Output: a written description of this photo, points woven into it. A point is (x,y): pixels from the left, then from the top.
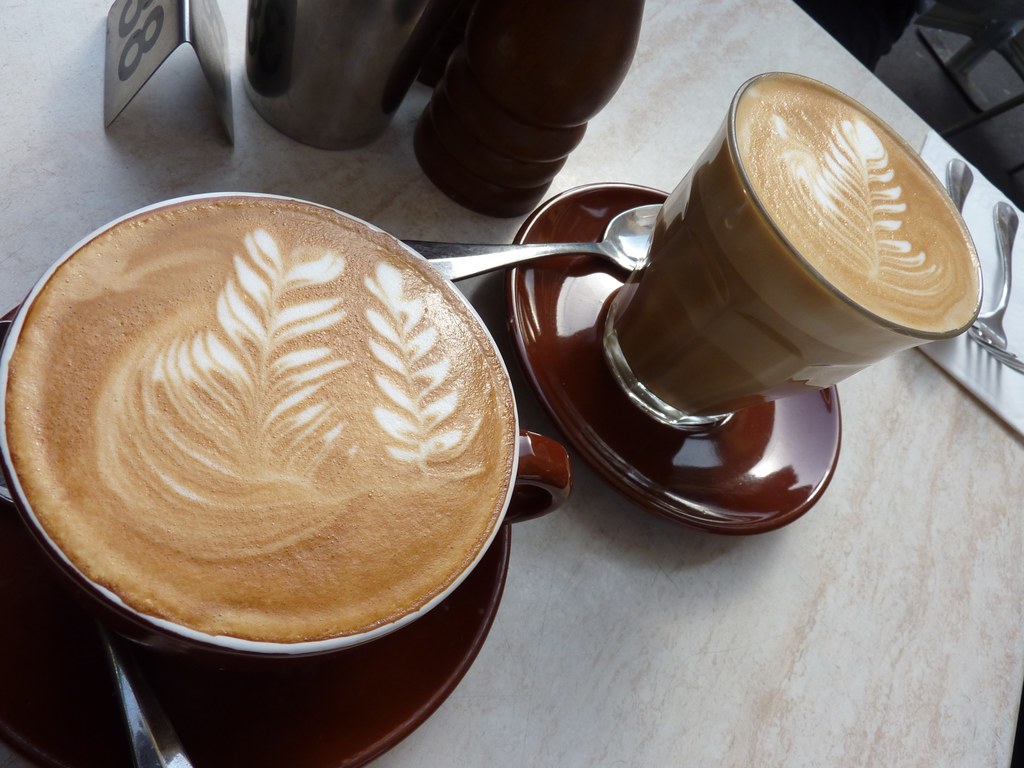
In this image I see 2 cups (779,334) and 2 saucers (44,719) and 2 spoons (614,229) 2 forks (1006,214) over here.
